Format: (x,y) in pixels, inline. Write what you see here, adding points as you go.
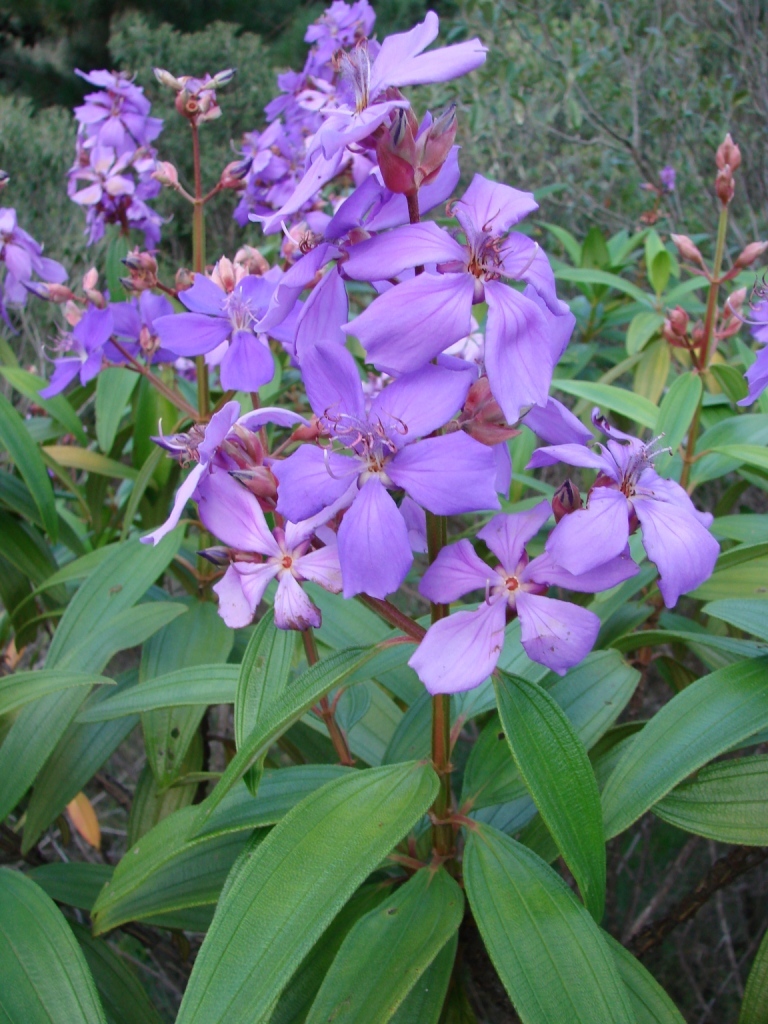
We can see flowers (329,582) and plants (276,688) in the middle of this image (336,385) and it seems like there are some trees (516,63) in the background (457,36).
